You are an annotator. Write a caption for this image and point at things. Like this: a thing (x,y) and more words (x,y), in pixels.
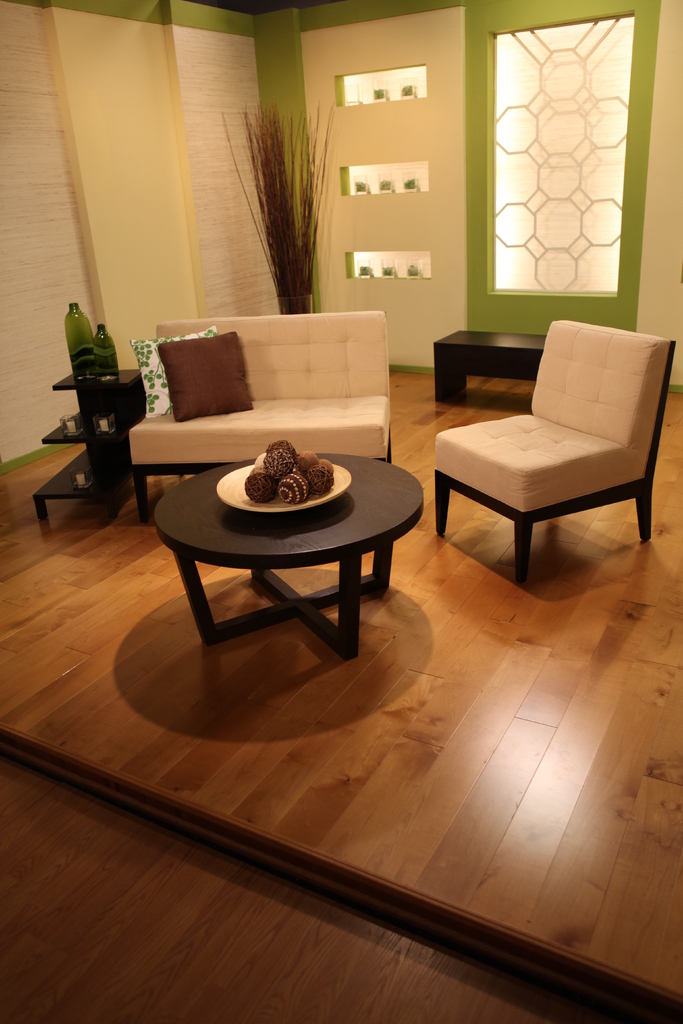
In this image I can see the brown colored floor (447,851), a black colored table (323,544) with a plate (327,497) on it and on the plate (288,504) I can see few objects (277,478). I can see few couches (554,461) which are cream in color and few cushions (207,374) on the couch (267,355). I can see two bottles (105,344), the cream and green colored walls (112,197), few glass surfaces (547,153) and few other objects (282,187).
